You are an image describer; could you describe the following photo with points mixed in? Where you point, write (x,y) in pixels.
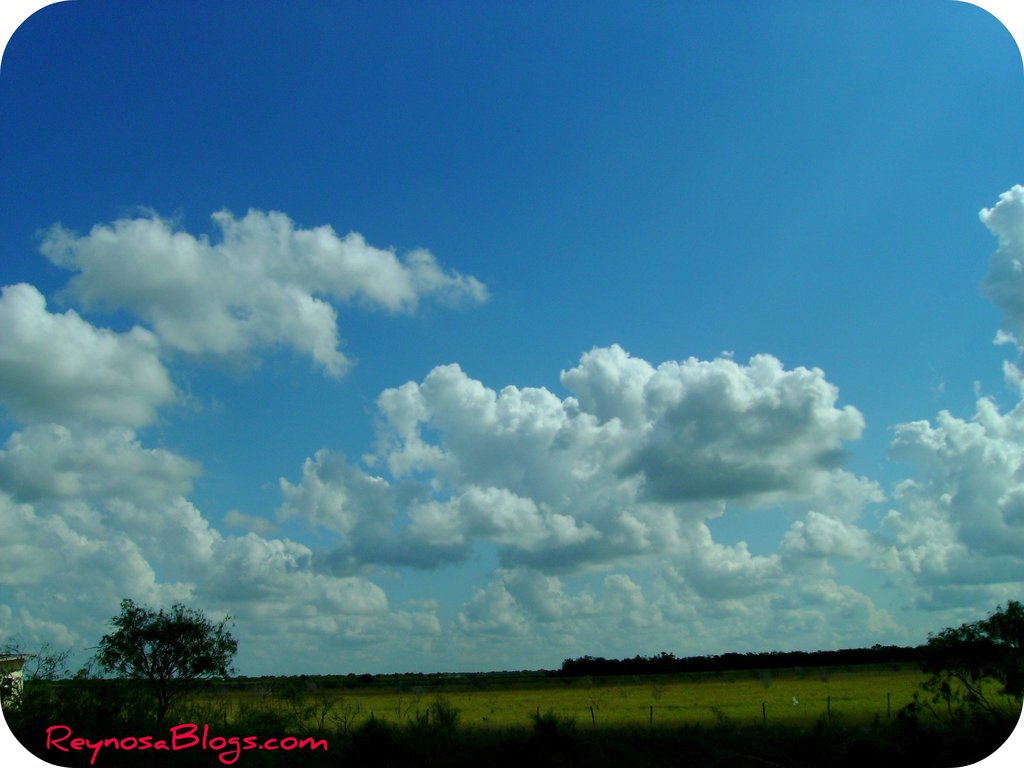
In this image at the bottom (609,688) there are some trees (166,705), grass (372,728), plants (791,740), on the top of the image (723,178) there is sky (317,479).
